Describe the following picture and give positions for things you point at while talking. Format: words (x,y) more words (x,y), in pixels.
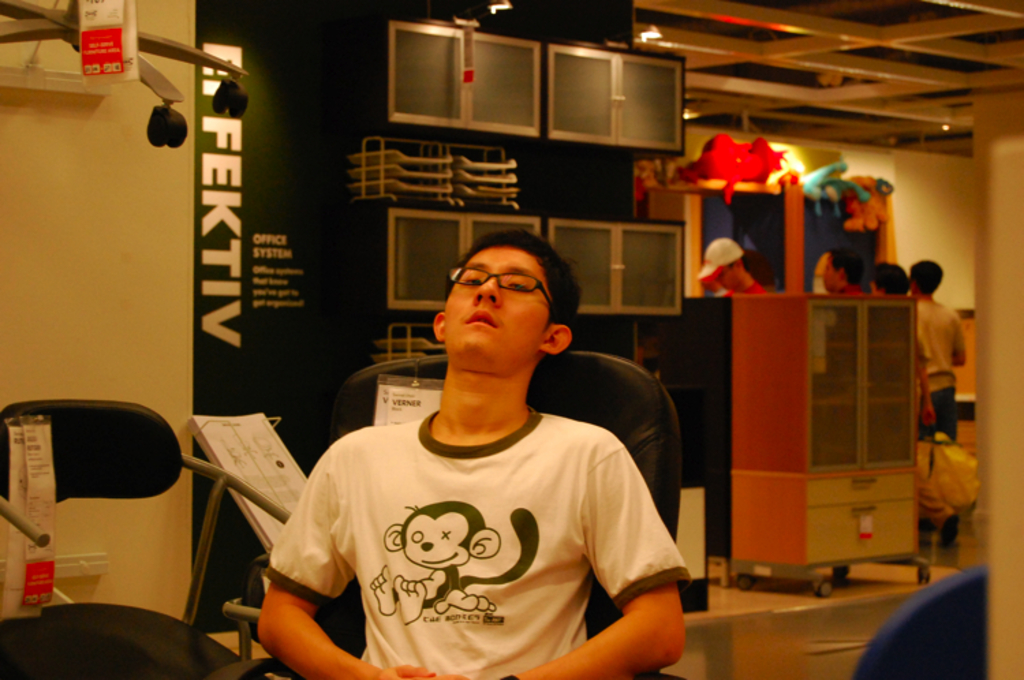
As we can see in the image there is a wall (108,258), banner (302,262), few people (919,305) standing over here and the man (552,537) is sitting on chair (599,409).
